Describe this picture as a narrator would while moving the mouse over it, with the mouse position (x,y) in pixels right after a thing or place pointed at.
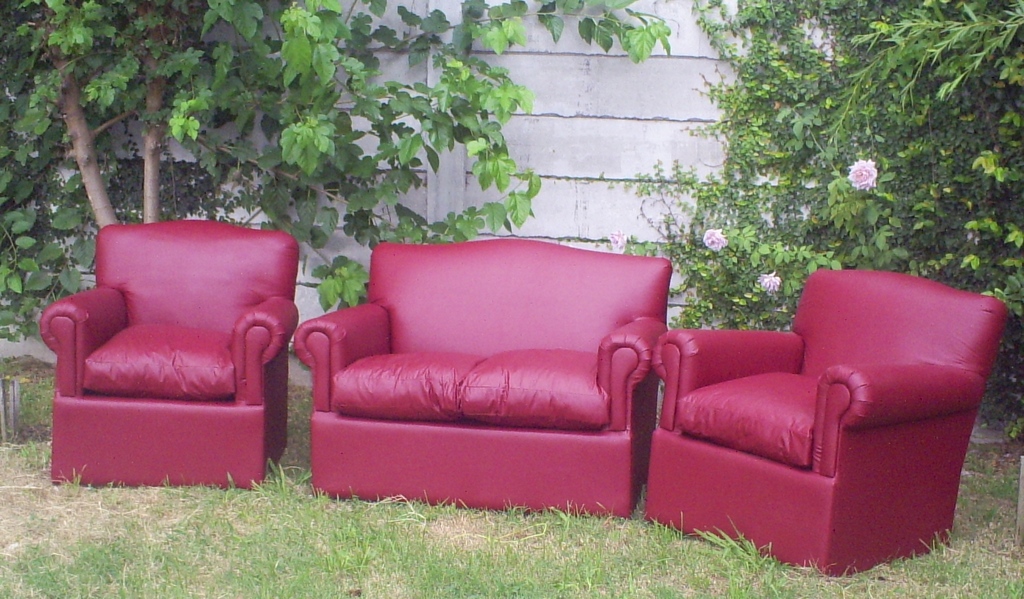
In this image, I can see the sofa chairs (464,392). At the bottom of the image (370,541), I can see the grass (586,594). In the background (337,96), I can see a wall (599,91) and the trees (849,130). These look like the flowers (866,168).
